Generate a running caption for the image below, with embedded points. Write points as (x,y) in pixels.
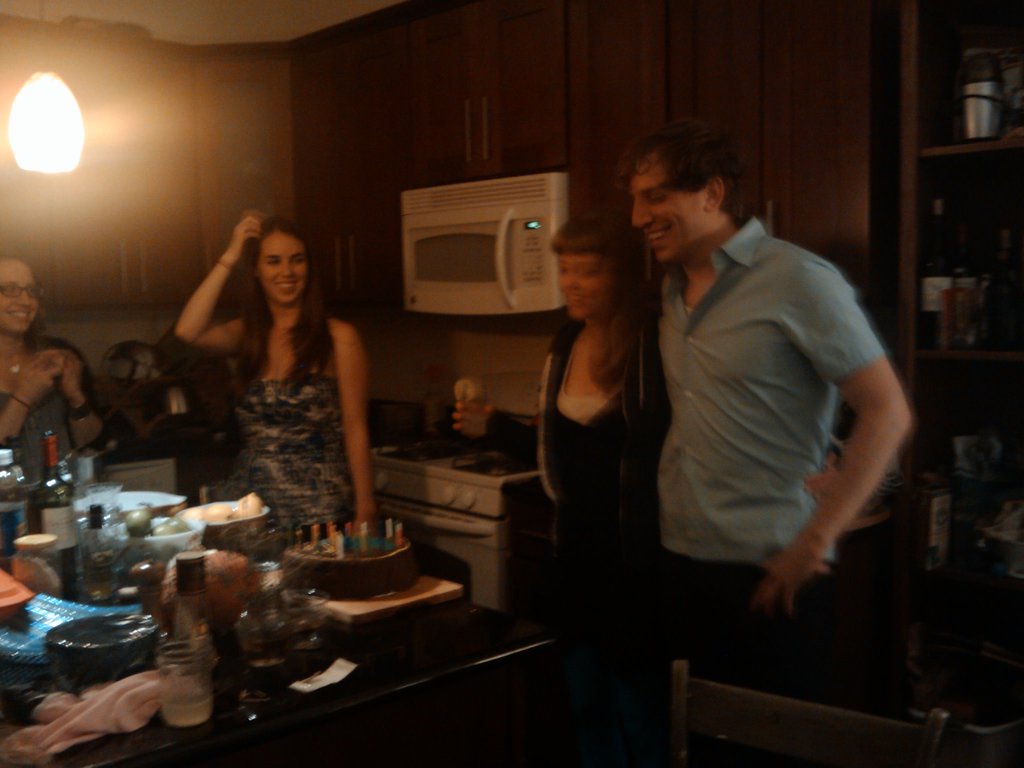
In this image i can see 3 women (270,256) and a man (752,344) standing and smiling. I can see a table (88,766) in front of them on which there are few bottles (176,566) and food items (146,531). In the background (505,275) i can see a lamp (60,103), a microwave Oven (471,193) and shelves (449,105).
